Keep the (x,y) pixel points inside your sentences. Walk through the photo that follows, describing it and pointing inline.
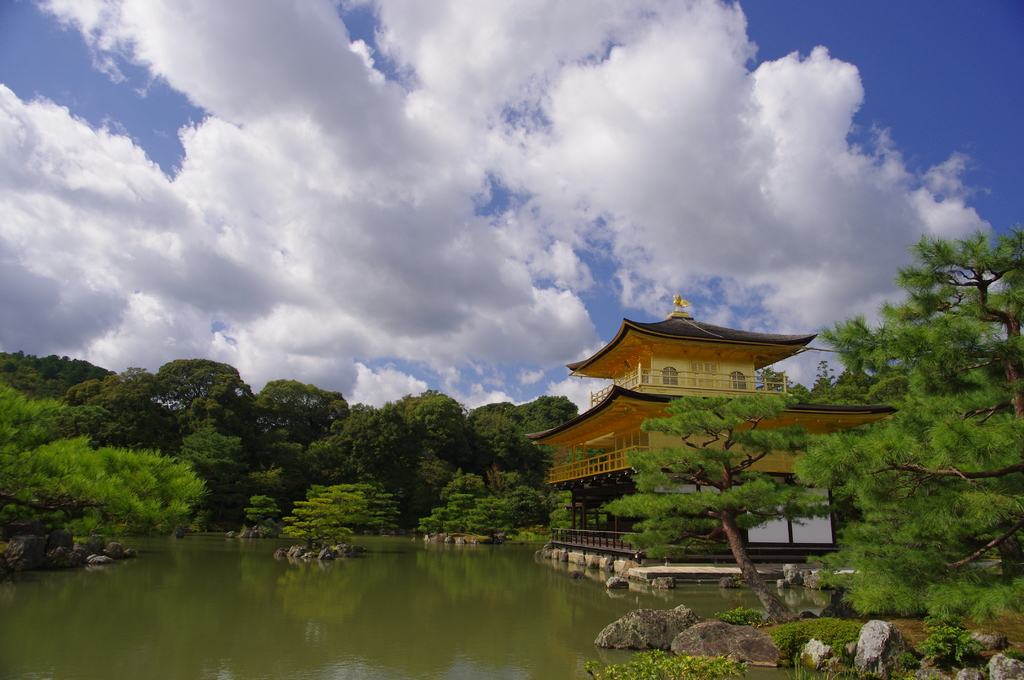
In this image there is a lake (543,596) in the background (94,490) there are trees (354,515), a house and the sky (407,206).
